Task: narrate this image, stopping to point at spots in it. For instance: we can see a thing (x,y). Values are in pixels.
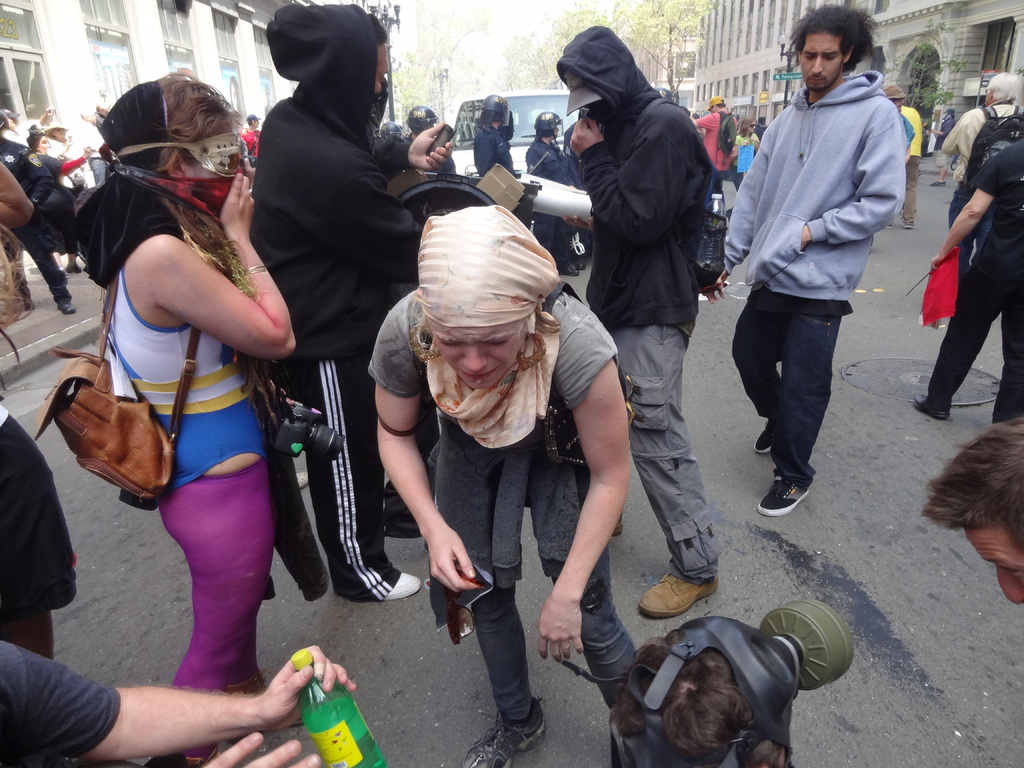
In this image I can see people (433,376) standing on the road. In the background (466,166) I can see a vehicle (521,155), poles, and buildings (45,57). I can also see trees (519,72).
